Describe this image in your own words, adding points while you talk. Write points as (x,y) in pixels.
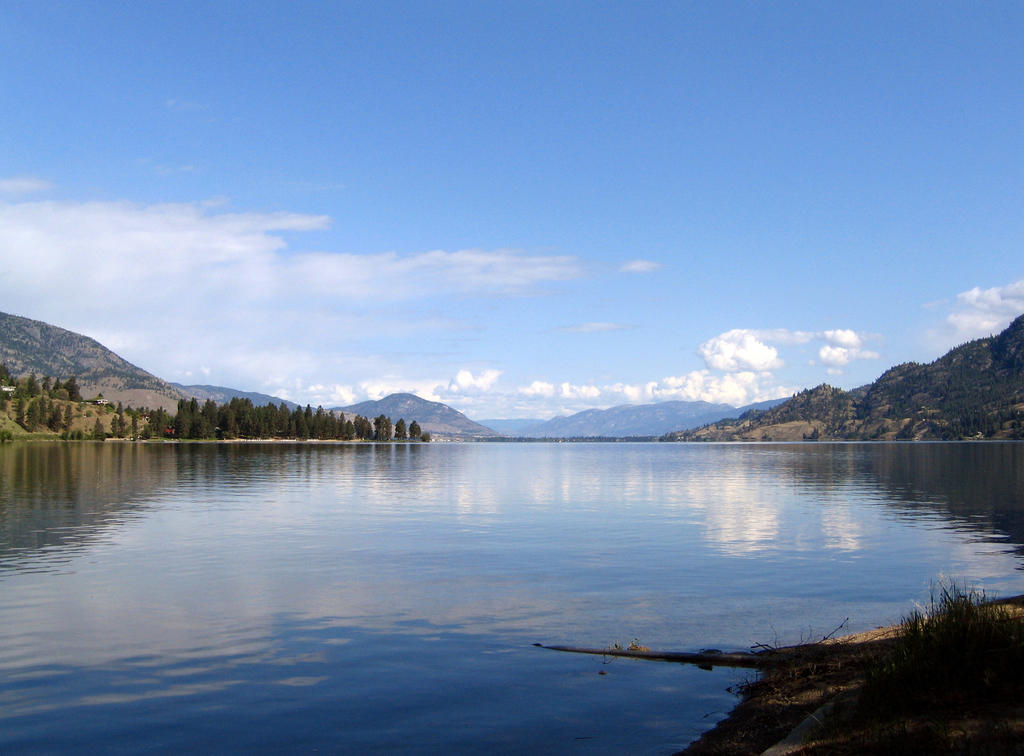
In the image there is a lake (294,616) in the front (465,600) with hills (817,423) and trees (187,406) behind it and above its sky (386,210) with clouds (465,263).
